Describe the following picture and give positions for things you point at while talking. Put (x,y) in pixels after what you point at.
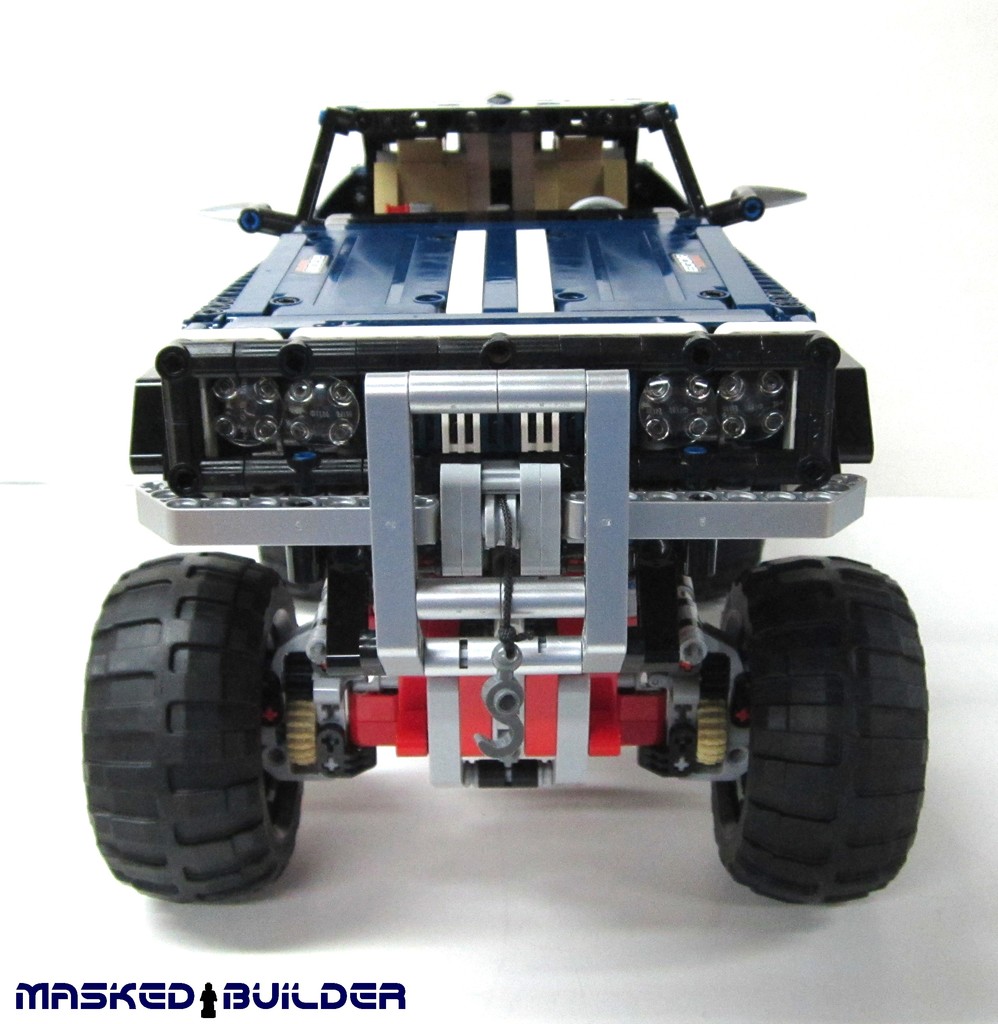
In the center of the image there is a depiction of a car (147,884).
